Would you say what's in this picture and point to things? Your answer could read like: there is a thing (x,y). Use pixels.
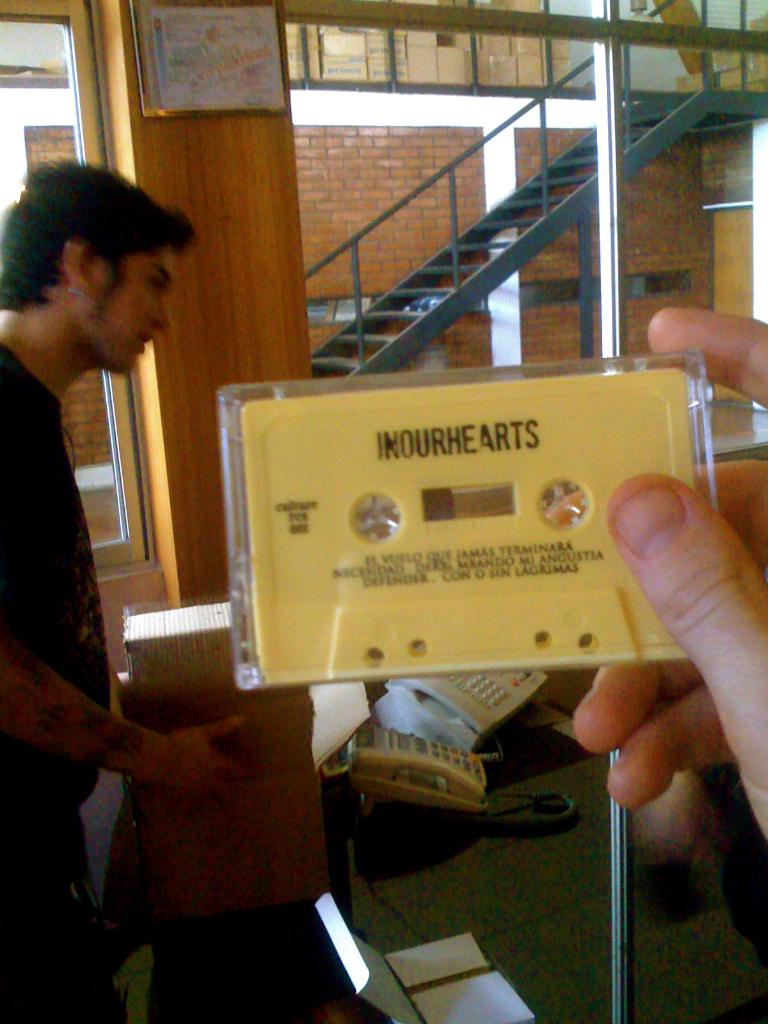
In this image, we can see a person (42,438) wearing clothes (26,591). There is a box (174,723) in the bottom left of the image (206,886). There is a pole (615,846) on the right side of the image (623,840). There are telephones (456,732) in the middle of the image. There is a staircase (456,213) in the middle of the image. There is a hand (700,508) holding a cassette (525,563). There is a photo frame (264,66) in the top left of the image (167,40). There are some boxes (419,49) at the top of the image (524,60).
